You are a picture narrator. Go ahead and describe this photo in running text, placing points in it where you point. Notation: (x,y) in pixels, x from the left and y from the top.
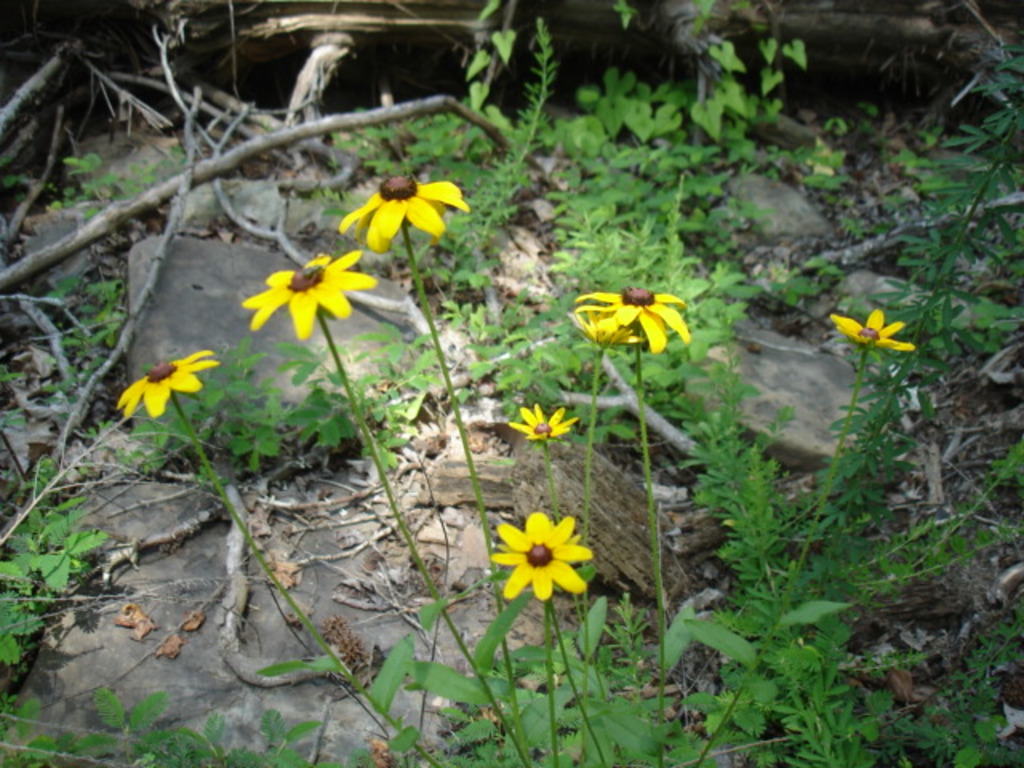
This image consists of plants (515,606). There are flowers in this image. They are in yellow color.
